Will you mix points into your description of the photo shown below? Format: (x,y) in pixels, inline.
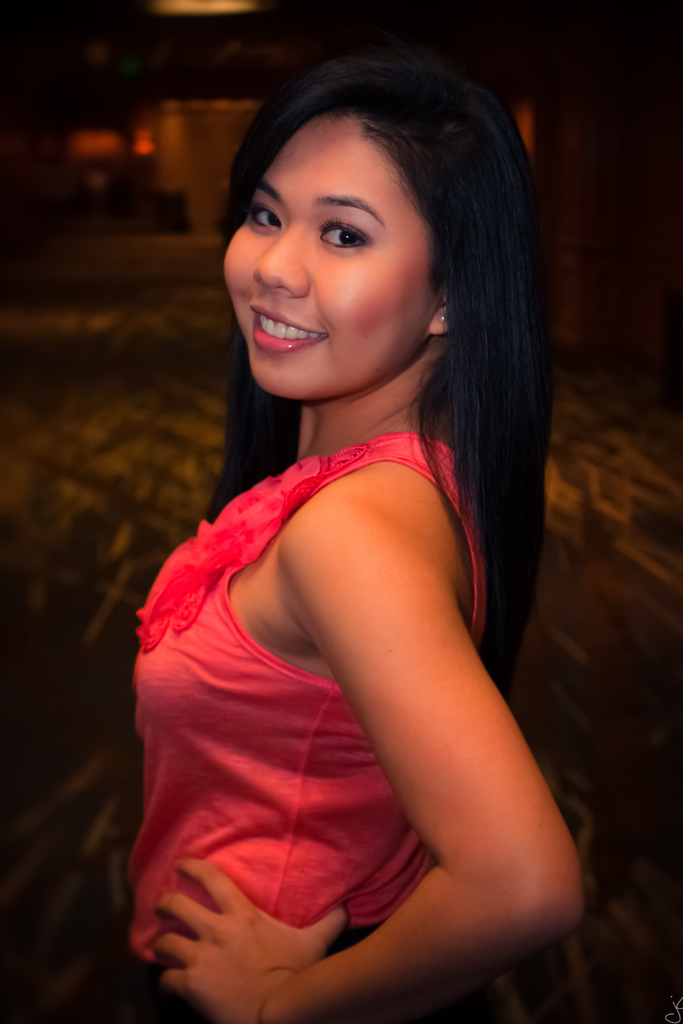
This pictures seems to be clicked inside. In the foreground (460,299) there is a woman (284,538) wearing red color t-shirt (273,774), smiling and standing on the ground (599,954). In the background (55,185) we can see some objects (148,157).
